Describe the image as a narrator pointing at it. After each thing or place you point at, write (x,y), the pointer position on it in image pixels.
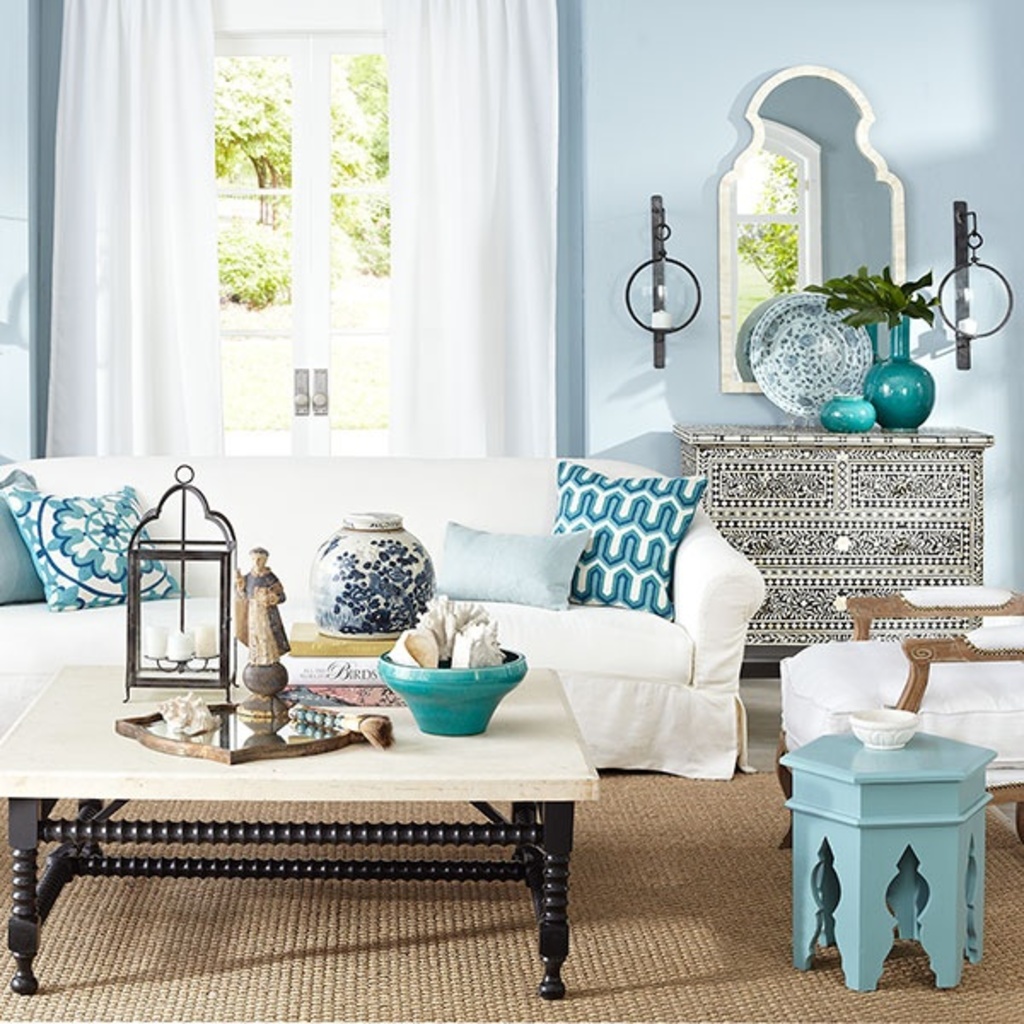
In this image, we can see couch (653,664), cushions (552,537). At the bottom (890,799), we can see stool (893,760), tables (398,760), few items (271,720) are placed on it. Right side (886,658), there is a chair (927,650). And back side, we can see curtain (538,339), glass door (358,380), wall (638,389), cupboard (800,448), few items (847,377), mirror (807,284), wall hangings (1002,299).
